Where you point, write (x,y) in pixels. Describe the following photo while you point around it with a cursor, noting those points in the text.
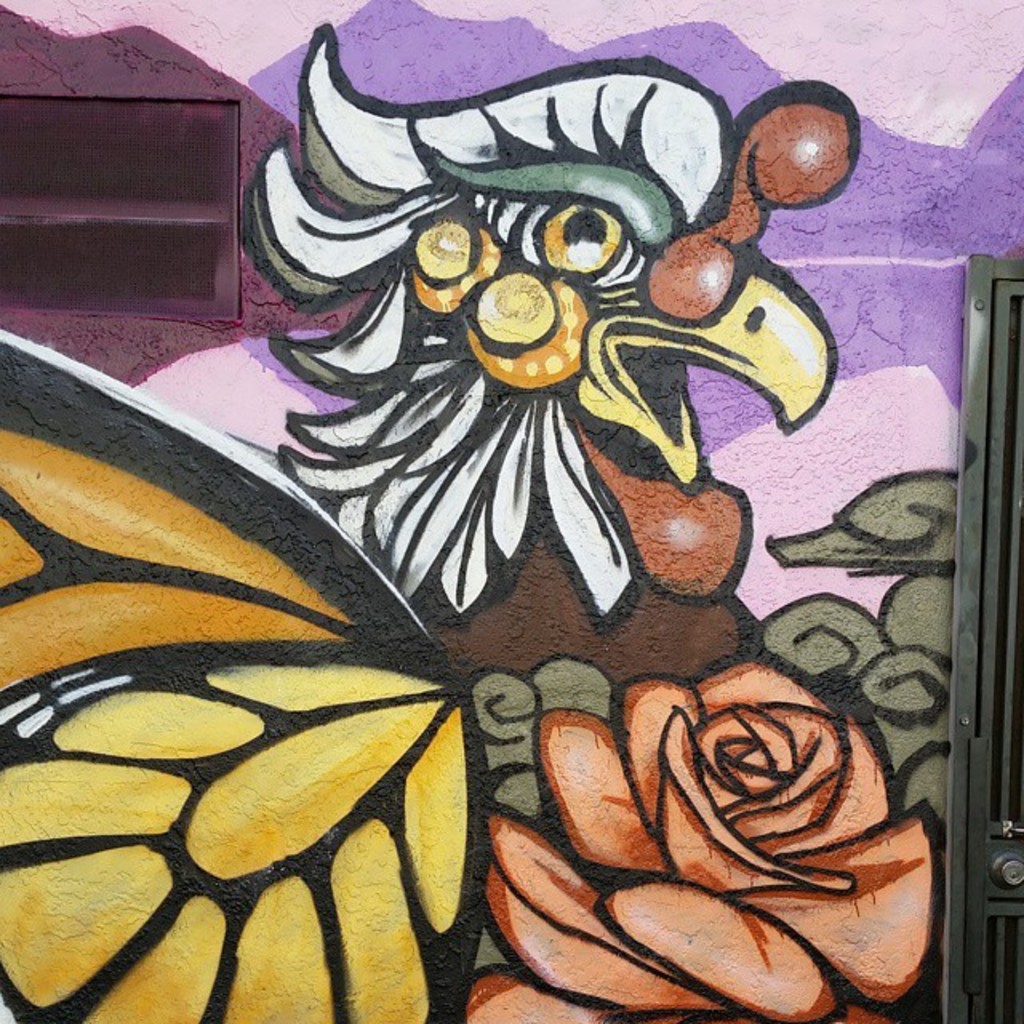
In this picture we can see a colorful painting (395,248) on the wall (678,244). We can see a few objects (120,289) on both sides of the image.
